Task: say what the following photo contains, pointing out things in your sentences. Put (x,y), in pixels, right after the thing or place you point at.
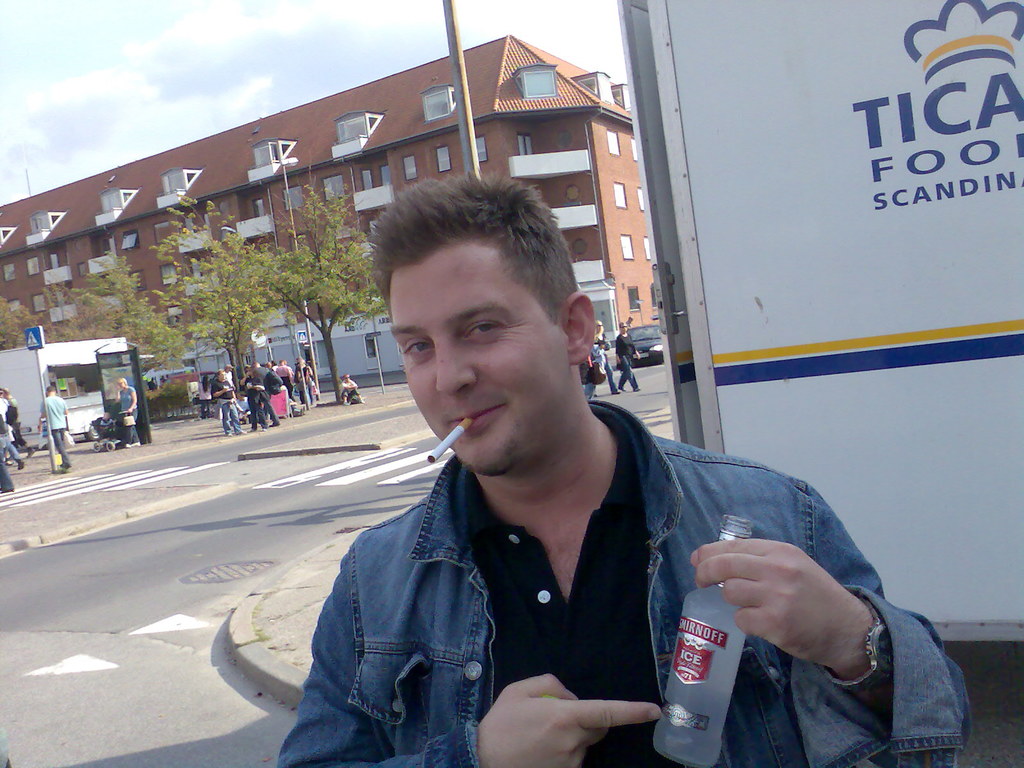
In this image I can see a person (759,613) holding bottle (692,682) and wearing black and blue dress (599,547). Back I can see few people (14,426), buildings (397,189), poles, signboards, glass windows (384,175), vehicles (76,404) on the road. The sky (175,122) is in white and blue color.
